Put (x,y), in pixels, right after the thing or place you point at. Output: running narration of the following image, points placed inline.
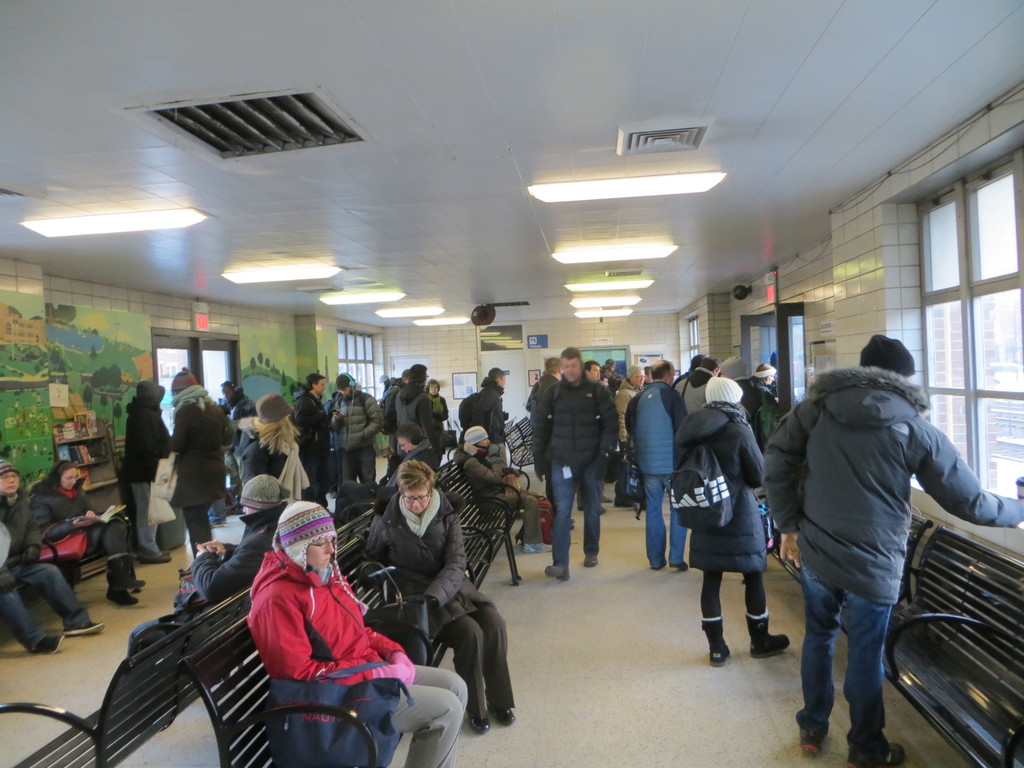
This image is taken inside the hall (311,335), where we can see there are so many people (392,510) who are doing their works. At the top (359,222) there is ceiling (372,252) with the lights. On the right side (772,515) there are few people (856,499) standing near the windows (997,347). In the middle (355,508) there are benches (242,611) on which there are few people (350,615) sitting with their bags (317,699). On the left side (76,335) there is a wall (54,338) on which there is some design (70,386). Beside the wall (25,443) there is a bench (70,575) on which there is a woman (56,527) who is sitting and reading the book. On the left side (189,347) there is a door (198,344). Above the door (198,344) there is an exit board (206,325).
